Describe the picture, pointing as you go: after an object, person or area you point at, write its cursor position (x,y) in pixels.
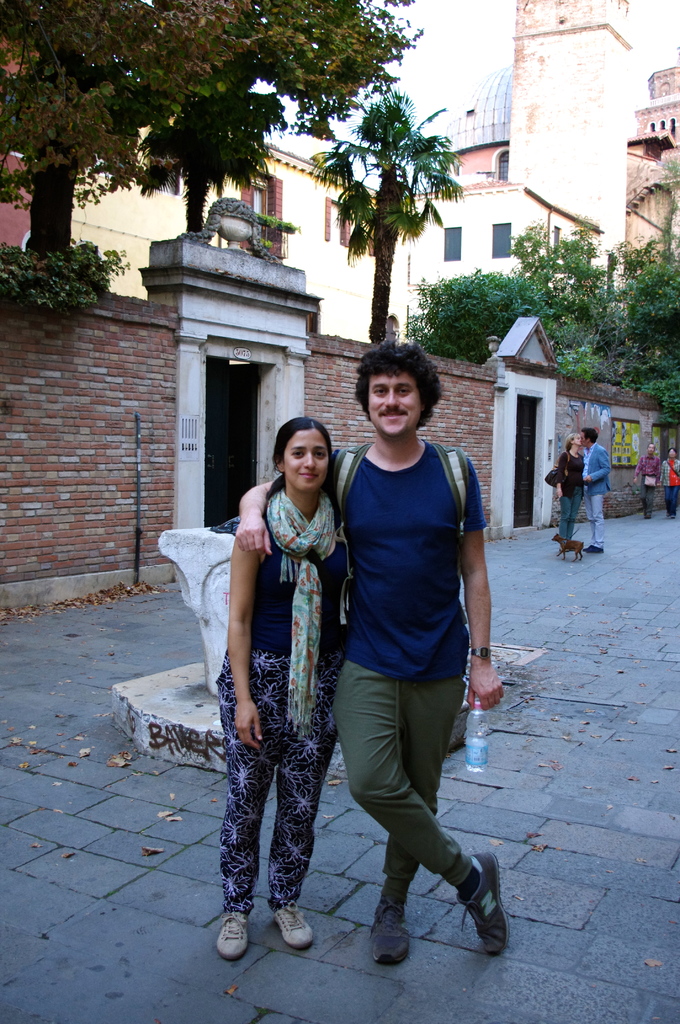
In this image, we can see people (472,607) wearing clothes (416,636). There is a cement stone (206,593) in front of the wall (450,379). There are some trees (132,158) in front of the building (456,177). There is a dog (568,545) on the right side of the image (574,539). There is a person (400,511) at the bottom of the image (384,755) holding a bottle (478,764) with his hand (491,678).
